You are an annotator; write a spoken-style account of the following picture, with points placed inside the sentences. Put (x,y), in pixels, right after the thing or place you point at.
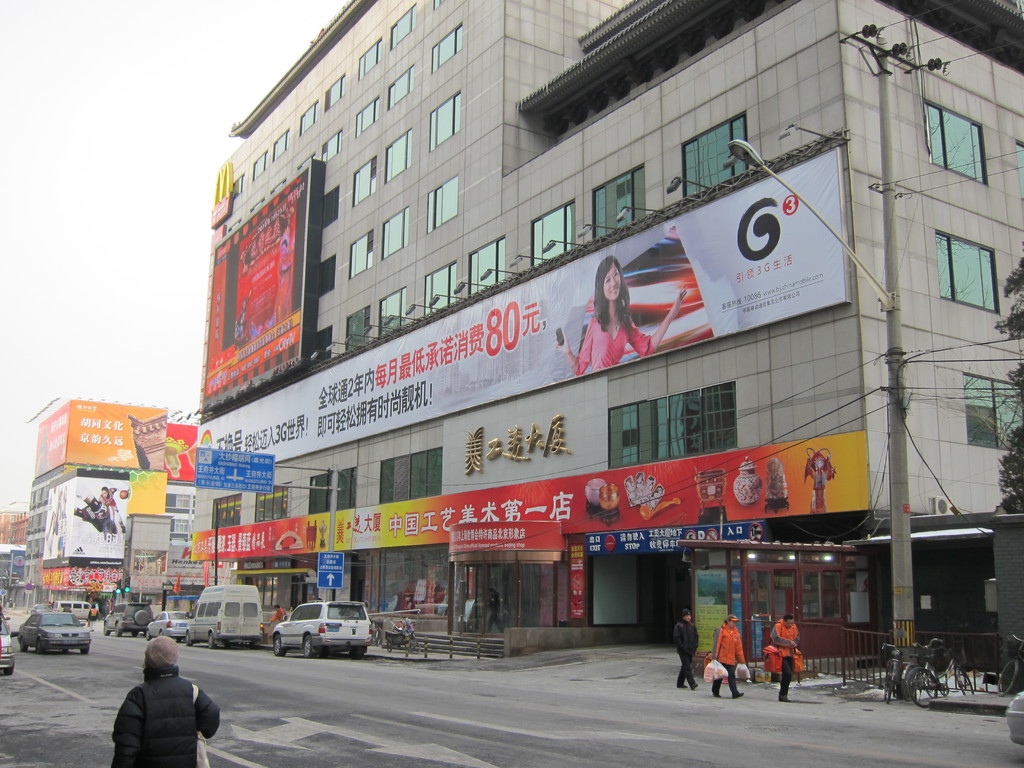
There are few buildings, vehicles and persons (786,660) in the right corner (693,389) and there is another person (159,705) and few vehicles (50,631) in the left corner (33,643).
